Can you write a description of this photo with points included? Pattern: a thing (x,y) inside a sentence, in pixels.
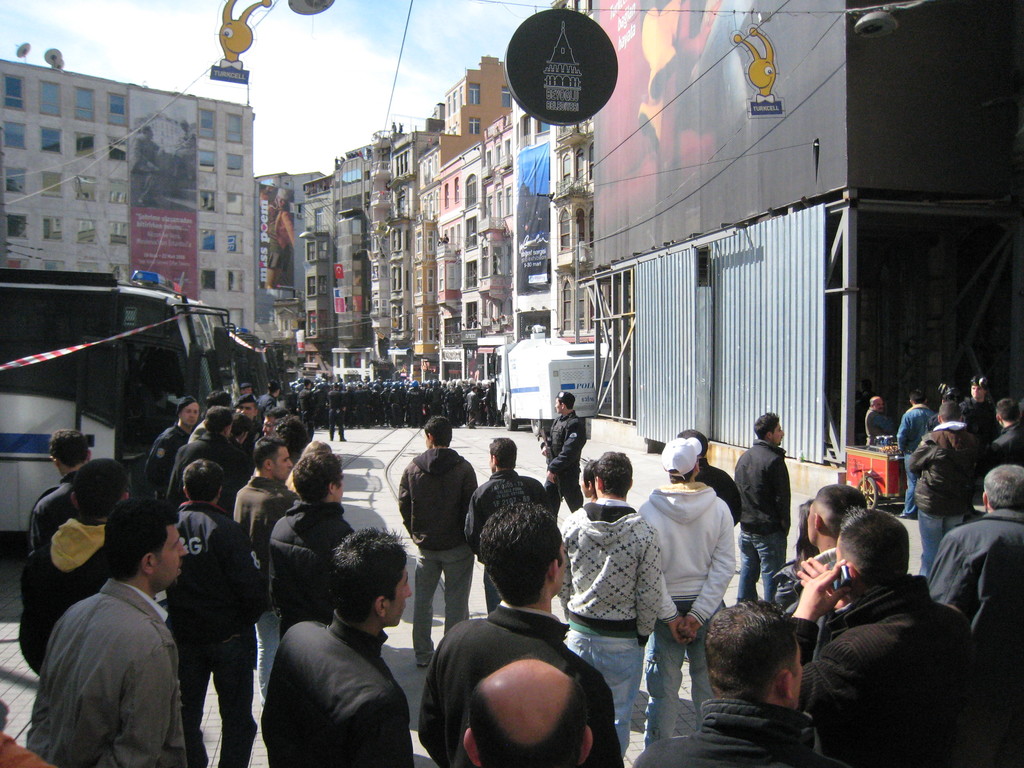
Many people (435,496) are standing. There are vehicles (26,441), shutter (663,351), hoarding (724,72), wires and buildings (321,247).
